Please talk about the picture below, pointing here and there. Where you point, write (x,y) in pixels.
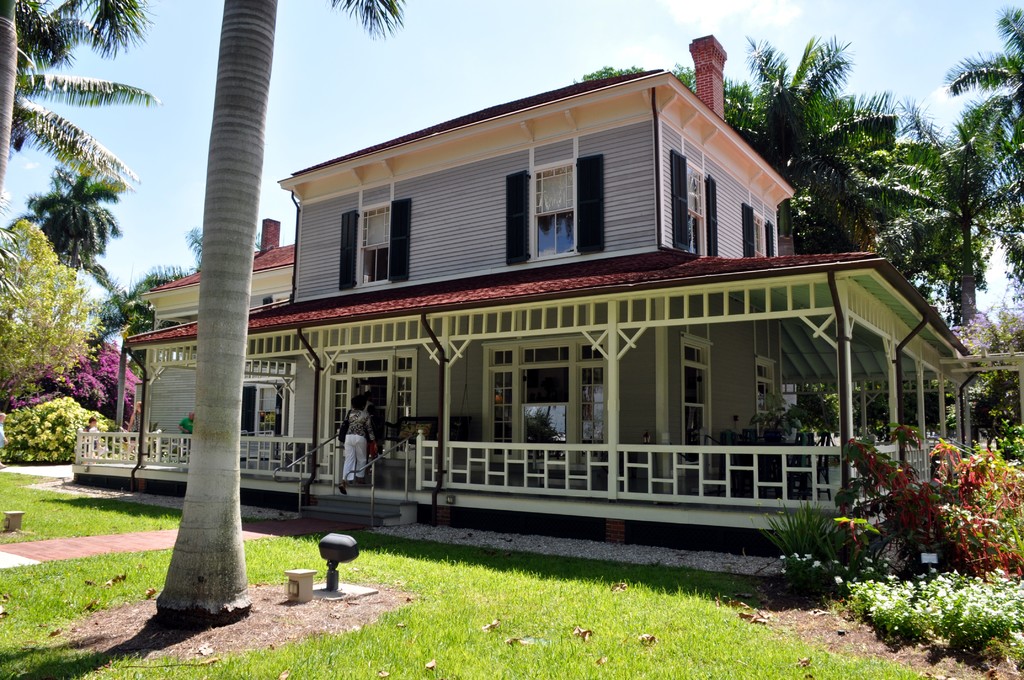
In this picture I can see a building (671,220) and few trees (47,250) and plants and I can see few of them walking and I can see a blue cloudy sky (173,81).
